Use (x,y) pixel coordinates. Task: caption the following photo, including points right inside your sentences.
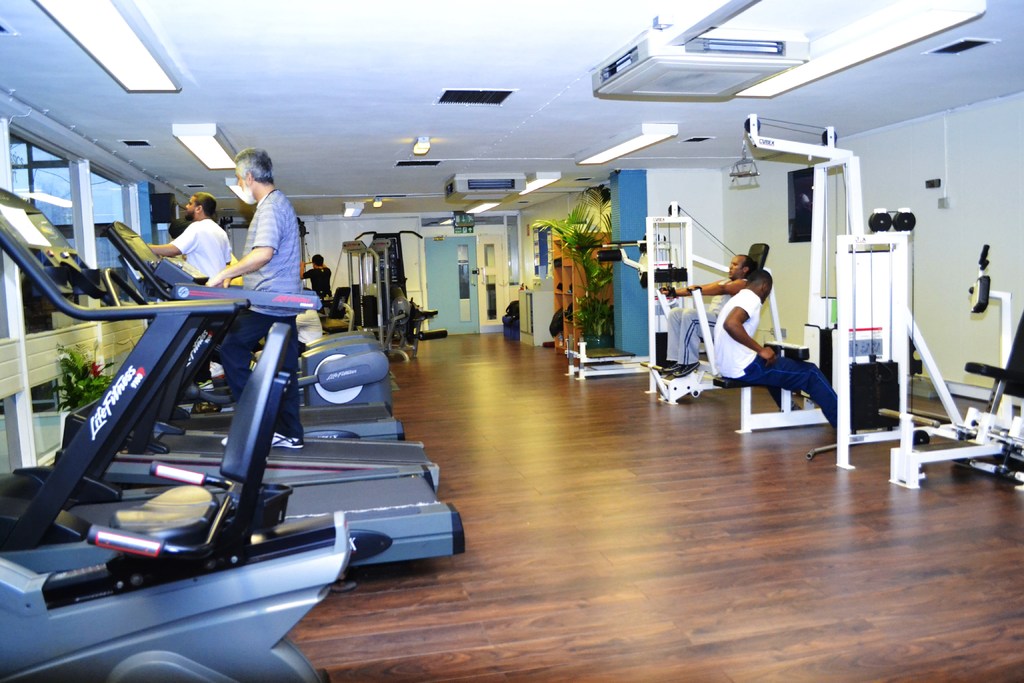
In the image it looks like a gym (504,185), there are different equipment (988,367) and people (251,312) are doing exercises with them, on the right side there is a plant (572,243).
